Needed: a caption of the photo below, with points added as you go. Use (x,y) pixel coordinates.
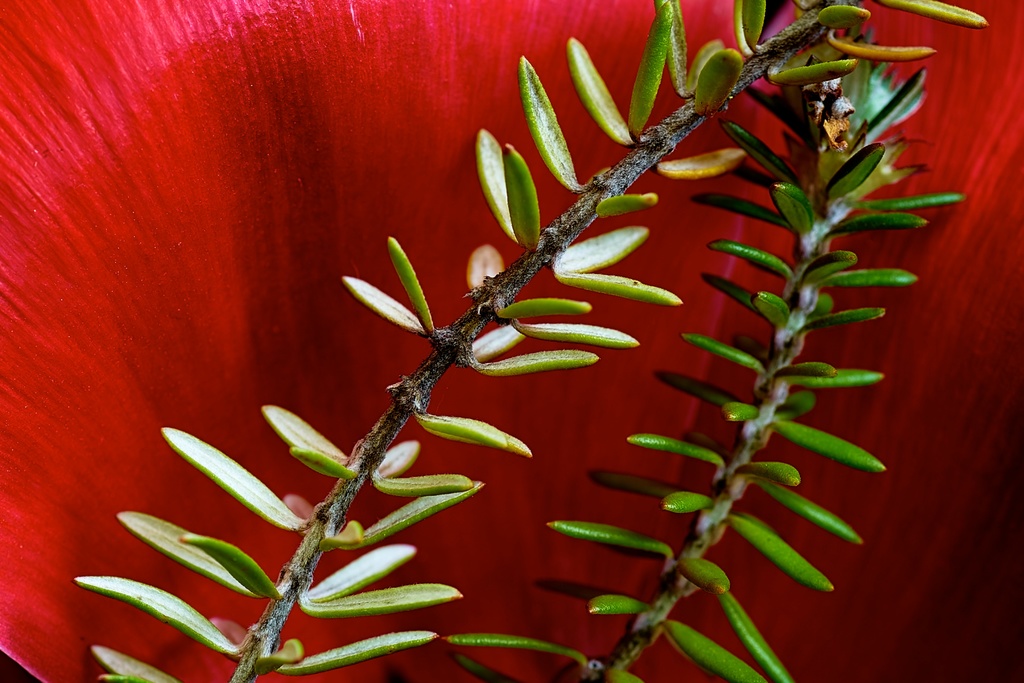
This is a zoomed in picture. In the center (469,288) we can see the stem (460,344) and the leaves (817,320). In the background (208,150) there is a red color object (563,54).
